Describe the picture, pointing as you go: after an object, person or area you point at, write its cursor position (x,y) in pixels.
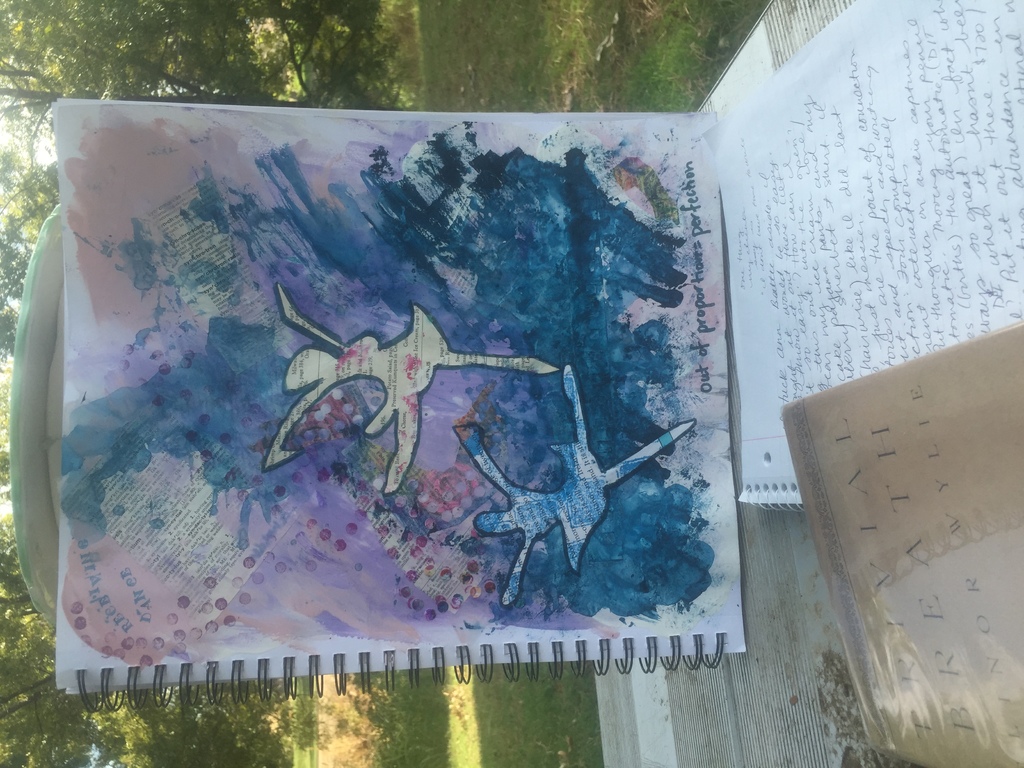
In the middle (463,346) it is a book (394,431), there is a watercolor painting (602,379) on it, there are two girls (566,394) dancing in it.
